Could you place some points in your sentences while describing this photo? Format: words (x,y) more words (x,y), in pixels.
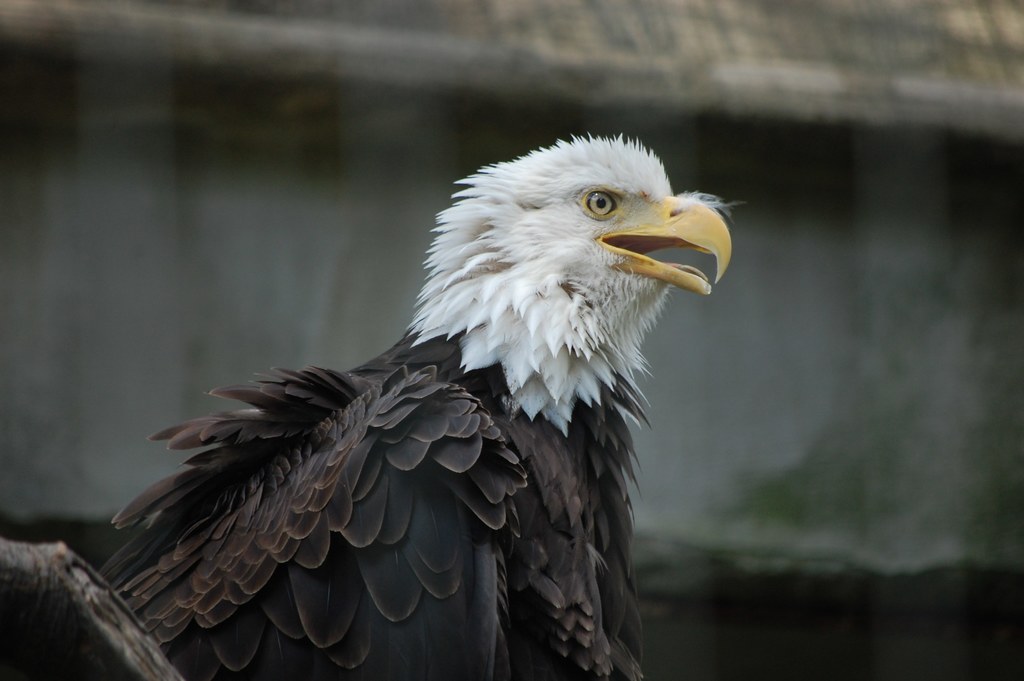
In this image, I can see an eagle (492,498), which is white and brown in color. These are the feathers (443,500). I can see a beak (641,258), which is yellow in color. The background (142,241) looks blurry.
